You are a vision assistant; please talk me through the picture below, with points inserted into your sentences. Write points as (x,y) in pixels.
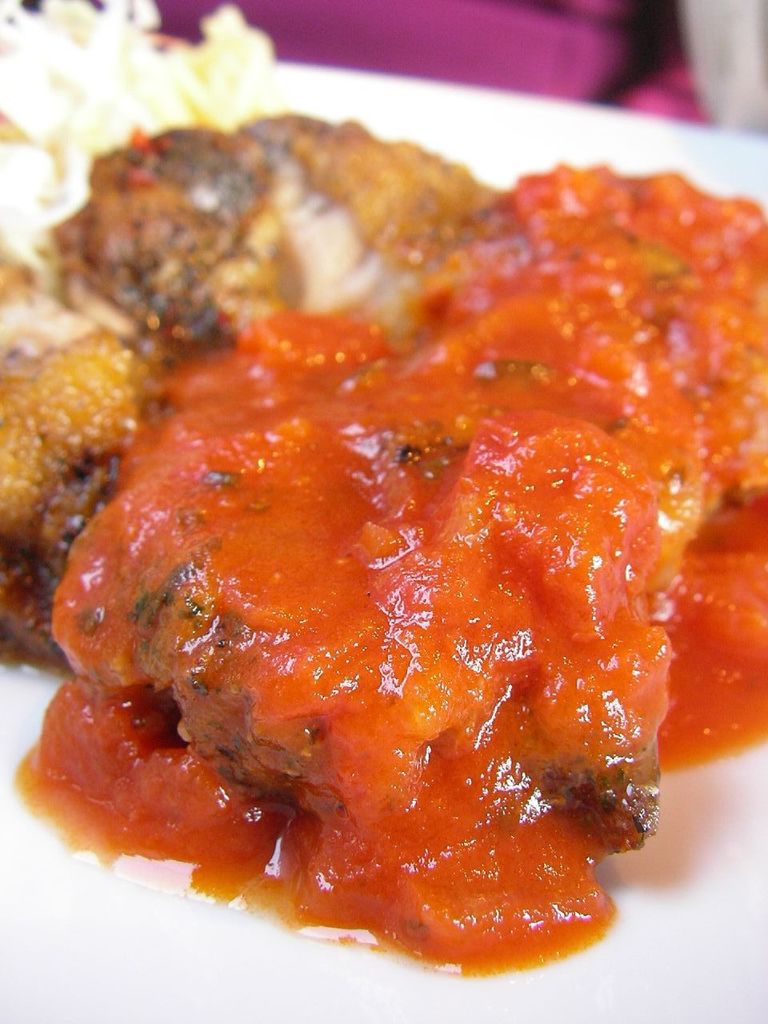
In this picture we can see some food (276,764) on a plate (313,96).
